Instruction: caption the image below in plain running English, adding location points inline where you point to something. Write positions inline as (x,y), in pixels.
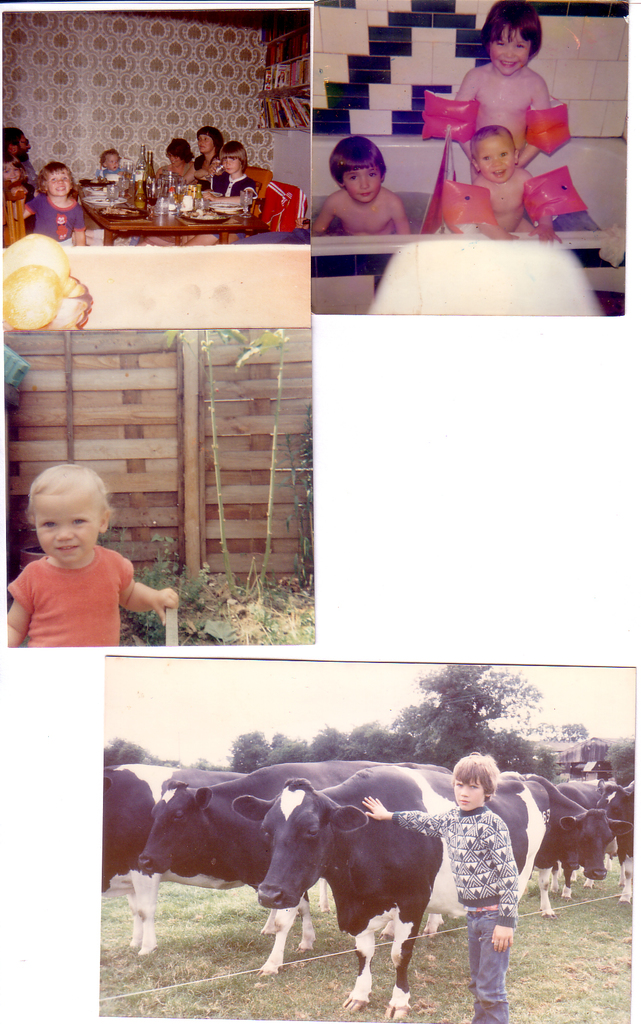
This is a collage image. At the bottom of the image (463,814) we can see a boy (469,845) is standing and also we can see the cows (328,817), trees (456,743), ground (201,893). On the left side of the image (188,624) we can see a kid (93,557), wall (201,524), ground (229,616). At the top of the image (229,118) we can see a table (184,220), beside a table (157,216) some persons (184,159) are sitting on the chairs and also we can see the wall (218,79). And we can see three person (545,231), bathtub (397,190), wall (376,3).
